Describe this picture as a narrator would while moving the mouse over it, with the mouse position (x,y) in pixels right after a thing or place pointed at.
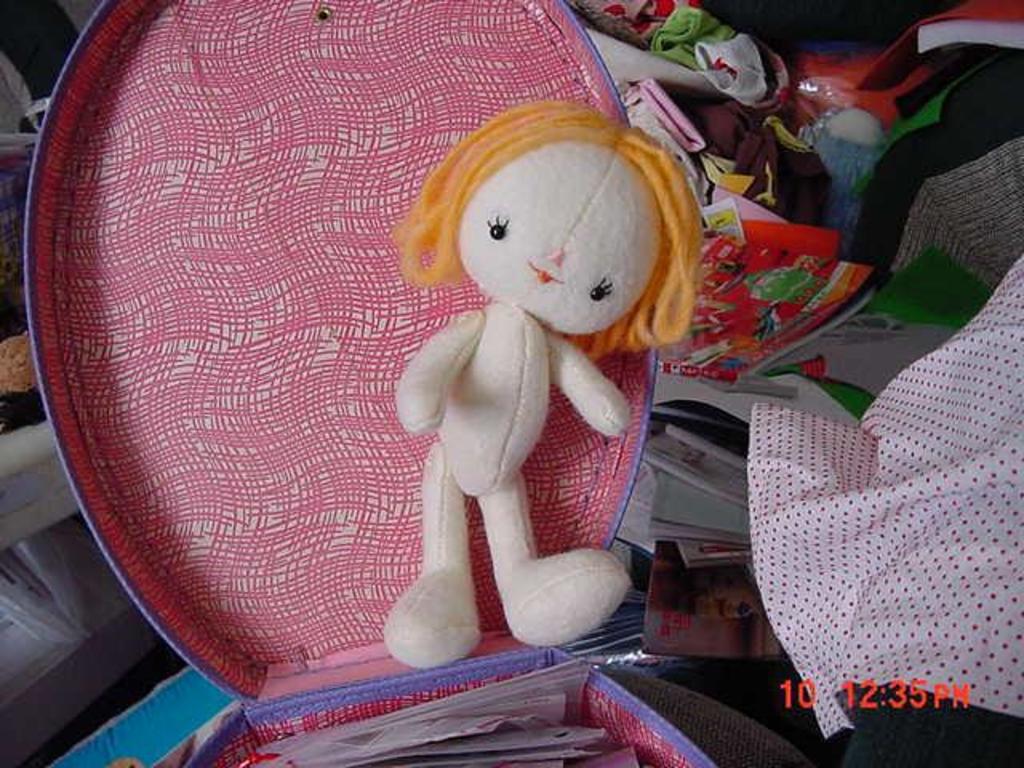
In this image, we can see a box (258,753) with papers (507,743) and toy (542,623). On the right side of the image (831,600), there are few clothes (918,462), books (853,259) and some objects (869,165). On the left side of the image (111,650), we can see few things (82,581).
